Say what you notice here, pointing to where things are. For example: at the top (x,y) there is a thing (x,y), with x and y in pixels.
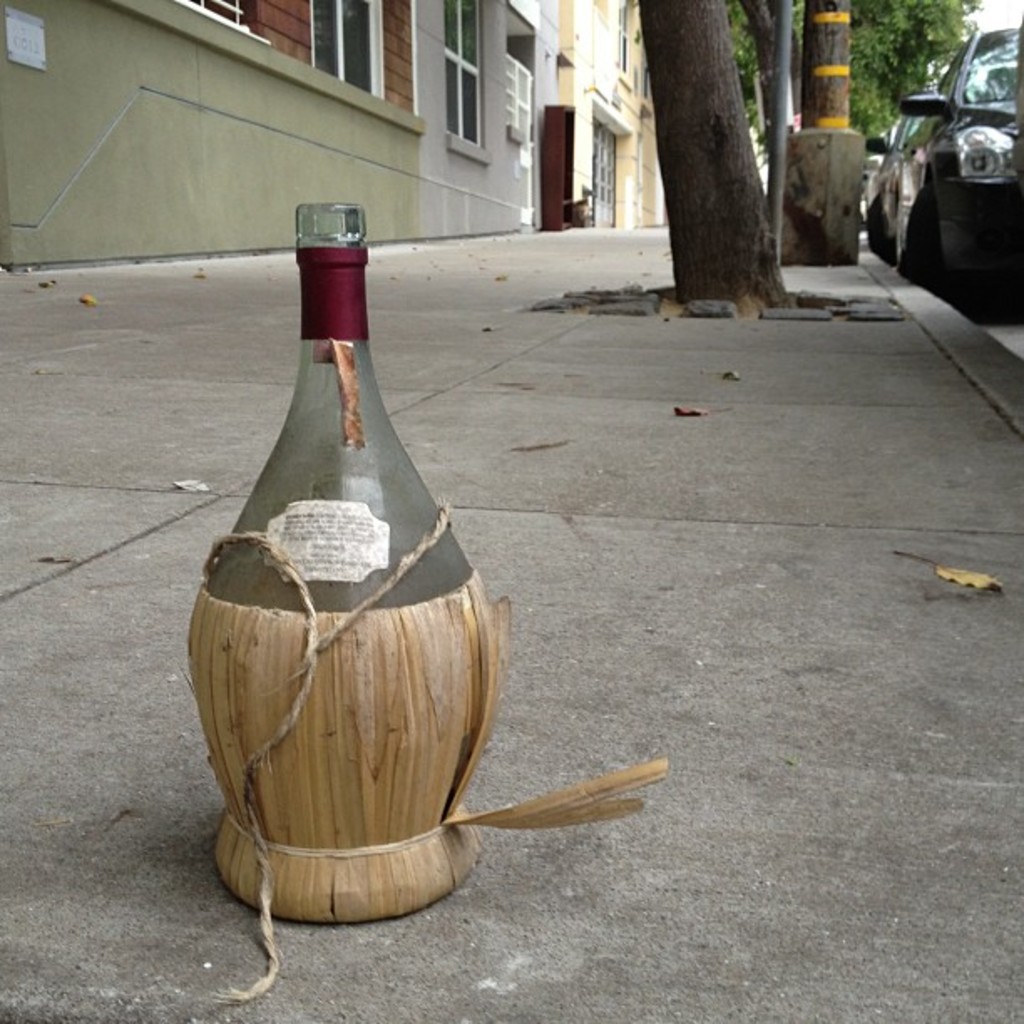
In this image there is a pavement (776,403), there is a bottle (369,570) with a cover (384,704) around it. At the top of the image (255,117) there is a house (376,60) with walls (432,112), windows (626,50) and doors (603,164). At the background (676,74) there are few trees (762,119) and a vehicle (912,171).
